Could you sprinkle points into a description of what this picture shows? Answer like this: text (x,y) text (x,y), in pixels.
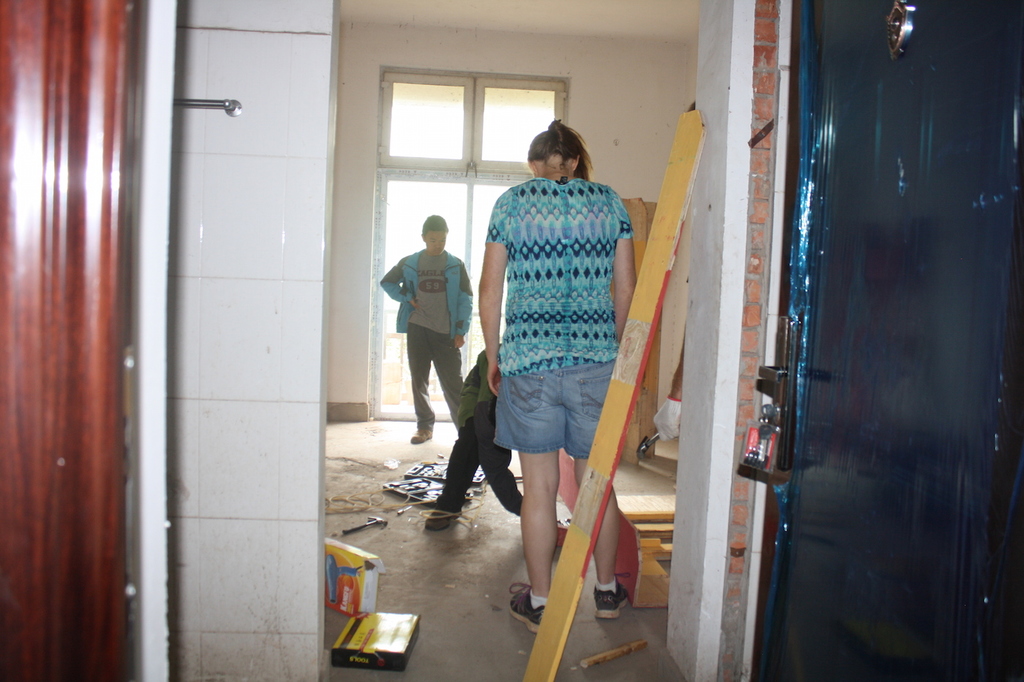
In this image we can see some people (504,484) standing on the floor (450,612). In that a person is holding a hammer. We can also see some tools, boxes (389,625) and a wooden pole (572,573) placed on the floor (484,588). We can also see a door (826,601), window (471,272) and a wall (344,353).
